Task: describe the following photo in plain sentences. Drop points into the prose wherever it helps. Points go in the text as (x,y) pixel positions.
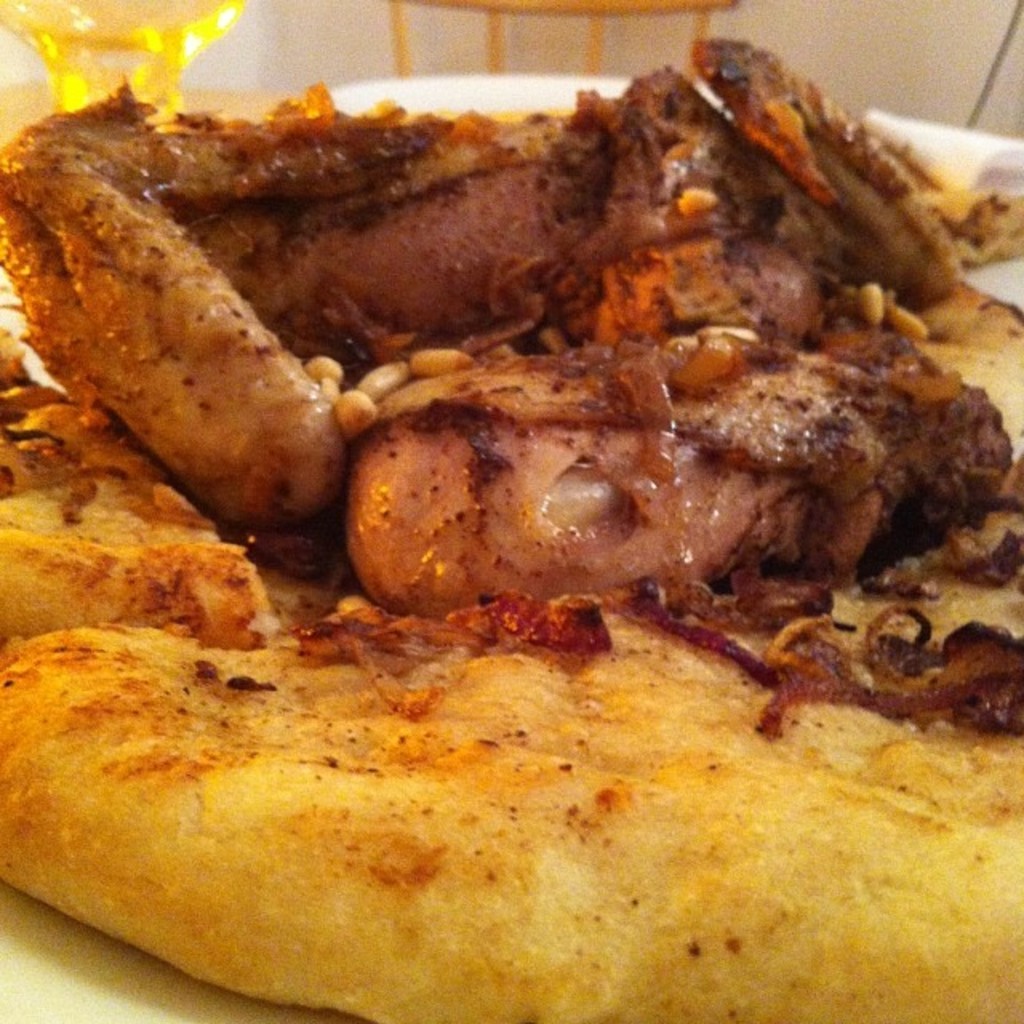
In this image, we can see eatable things (366,837) are placed on the white surface (75,997). Top of the image (905,46), we can see glass (193,46), some object (617,3) and white color.
